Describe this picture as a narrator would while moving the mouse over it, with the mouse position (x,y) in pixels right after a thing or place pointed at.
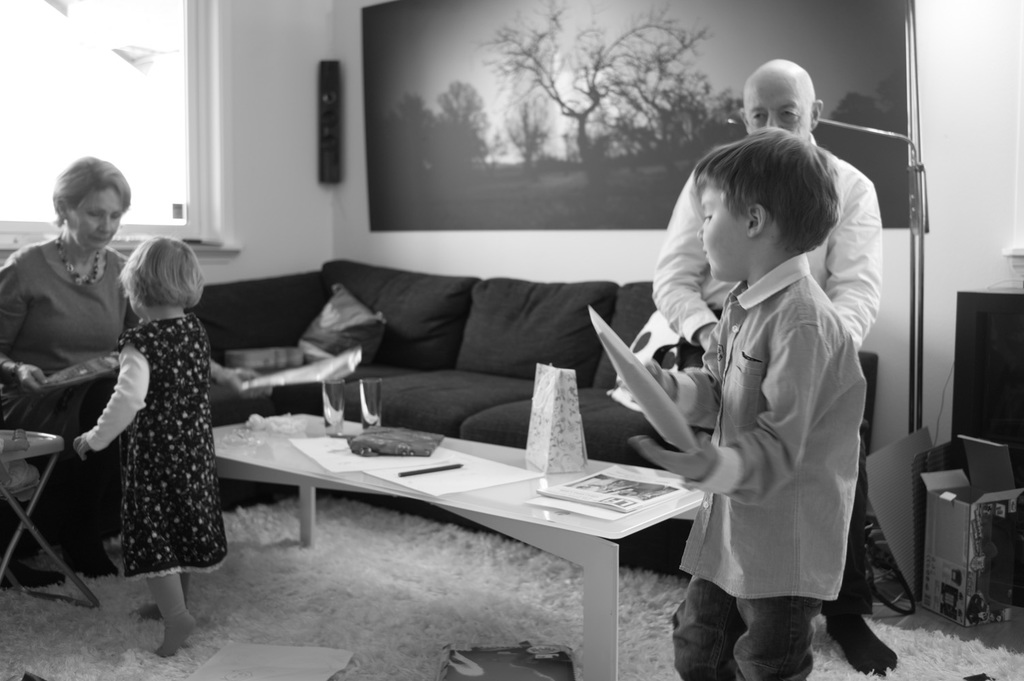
there are two persons (863,291) and two children (693,536) are present in the room (418,256) one woman (51,364) and one man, one boy (750,333) and one girl (157,474) there is a table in front of them, there is a picture (563,167) on the wall (953,175).
